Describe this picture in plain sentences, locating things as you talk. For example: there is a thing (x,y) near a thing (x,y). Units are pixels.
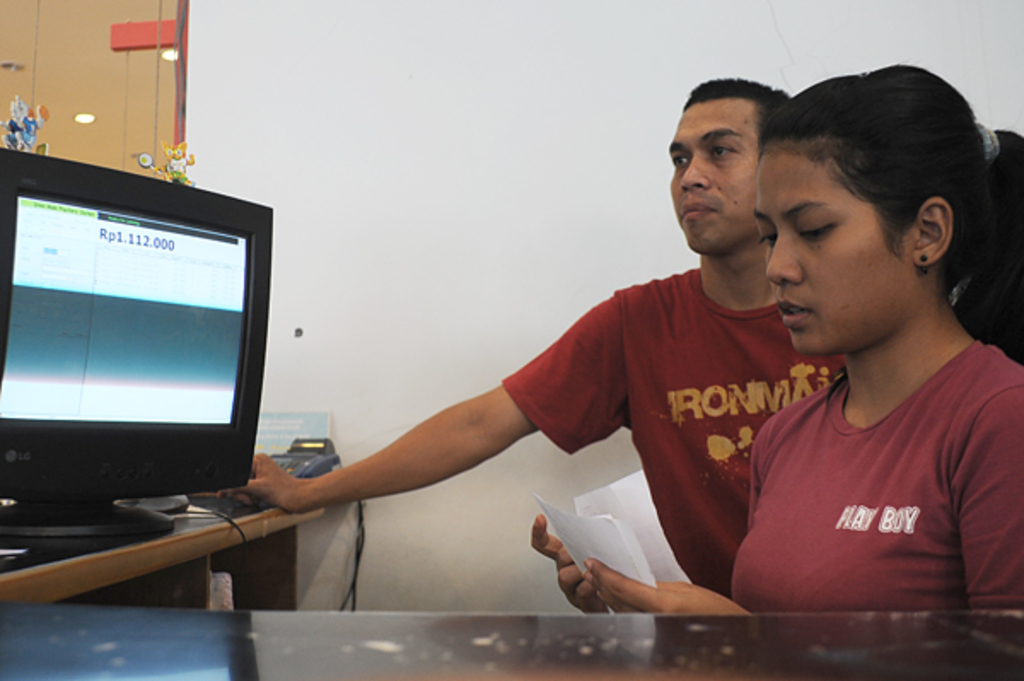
In this image we can see a man (780,99) and a woman (839,574) standing on the floor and there is a television set (145,433) on the table (97,538) in front of them. In addition to this we can see decor toys (144,163) and a telephone (328,455).
